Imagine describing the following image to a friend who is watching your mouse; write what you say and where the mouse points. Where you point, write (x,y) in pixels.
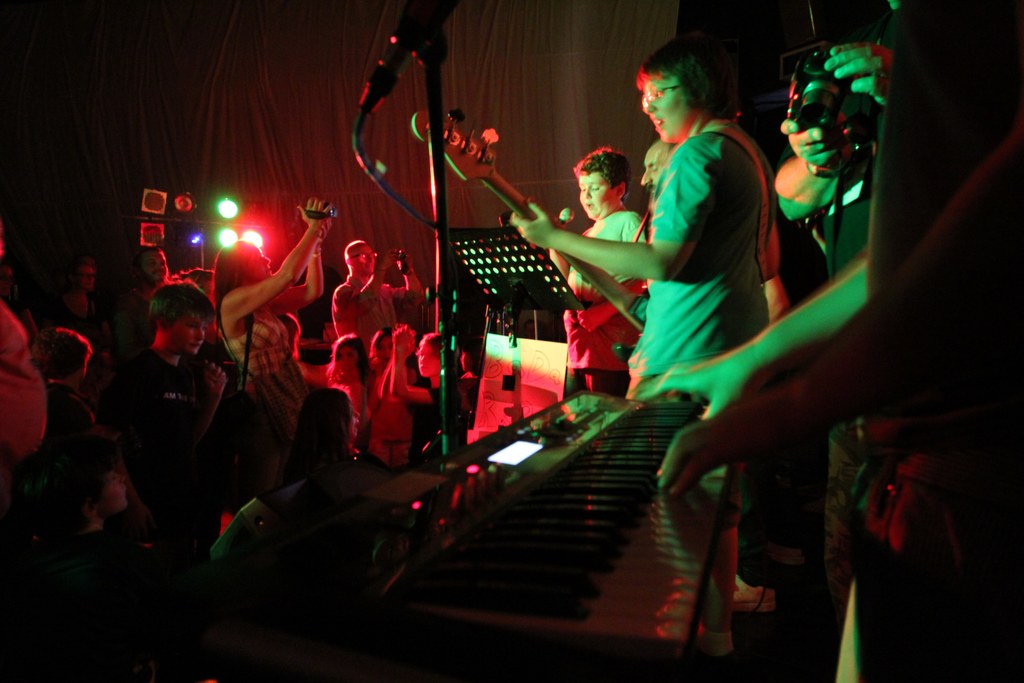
On the right side of the image (920,163) we can see people (916,333) are playing musical instruments (655,563). There is a mic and stand (439,232) in the middle of the image (448,309). On the left side of the image (76,405), we can see man (64,340) and woman (227,337). In the background (346,74), we can see curtain (267,176) and lights (148,189). There is a person (841,68) holding camera (804,81) in the right top of the image (854,68).
